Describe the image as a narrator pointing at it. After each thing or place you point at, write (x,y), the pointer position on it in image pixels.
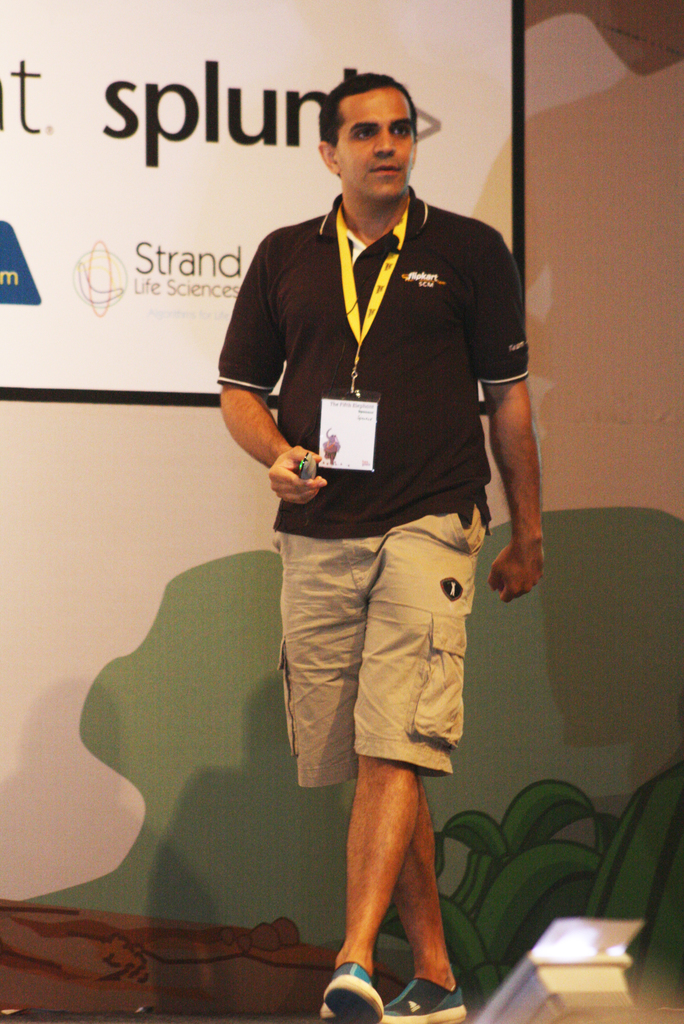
In this image we can see a man (373,906). He is wearing a black T-shirt (421,420), shorts (380,652), shoes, ID card (355,420) around his neck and holding an object (304,470) in his hand (292,469). In the background (111,467), we can see a wall (579,328) with some painting (554,623) and a banner (445,49). There is an object (524,989) in the right bottom of the image (558,996).
